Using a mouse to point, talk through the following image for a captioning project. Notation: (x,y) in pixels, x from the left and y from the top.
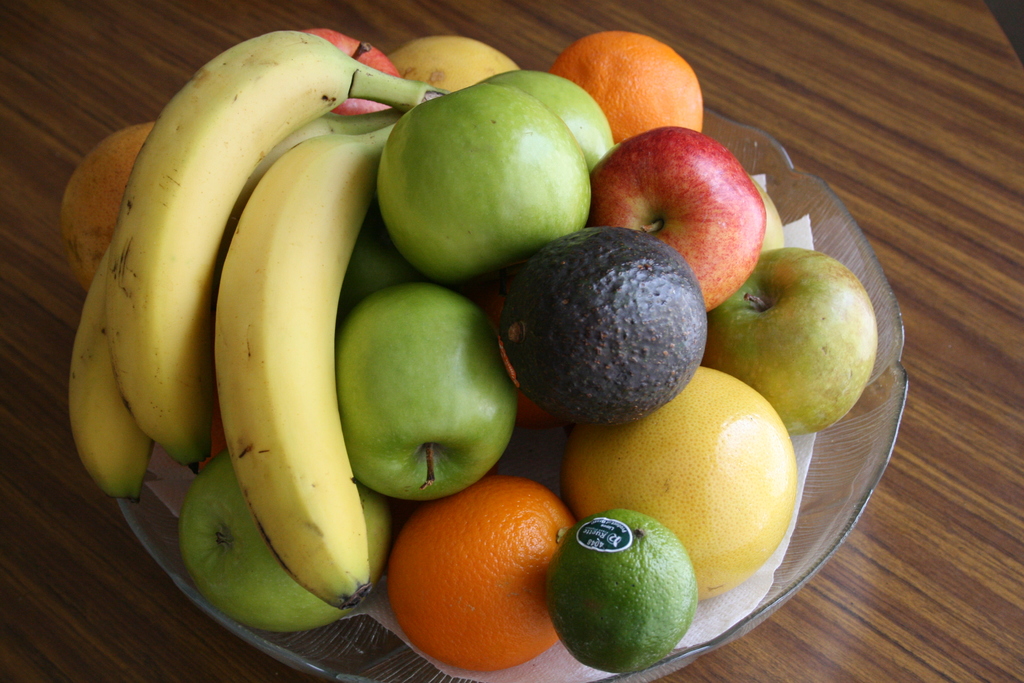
In this image I can see there are fruits (604,363) in a bowl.
